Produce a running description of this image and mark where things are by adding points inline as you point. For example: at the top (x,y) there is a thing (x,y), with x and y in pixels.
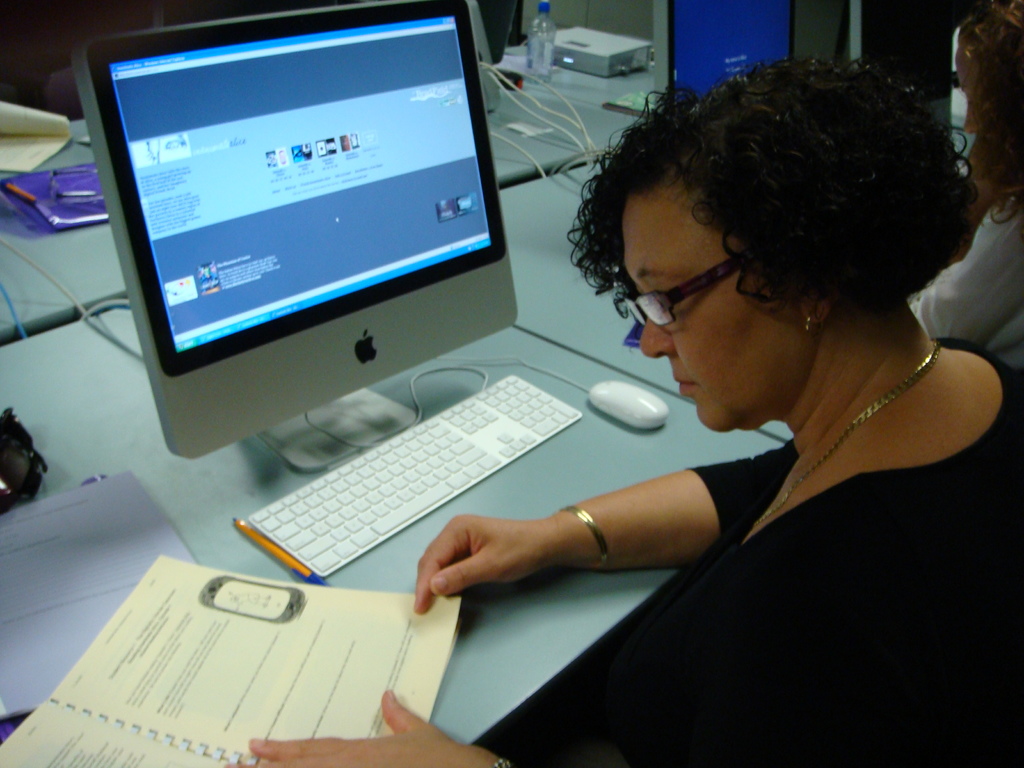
In this picture we can see two women (1005,385). There is a woman (603,545) holding a book (270,599) on the right side (719,405). We can see a few computers (374,391), keyboard (445,469), mouse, bottle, pencil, paper (21,592), device (643,51), file (2,193) and other objects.
